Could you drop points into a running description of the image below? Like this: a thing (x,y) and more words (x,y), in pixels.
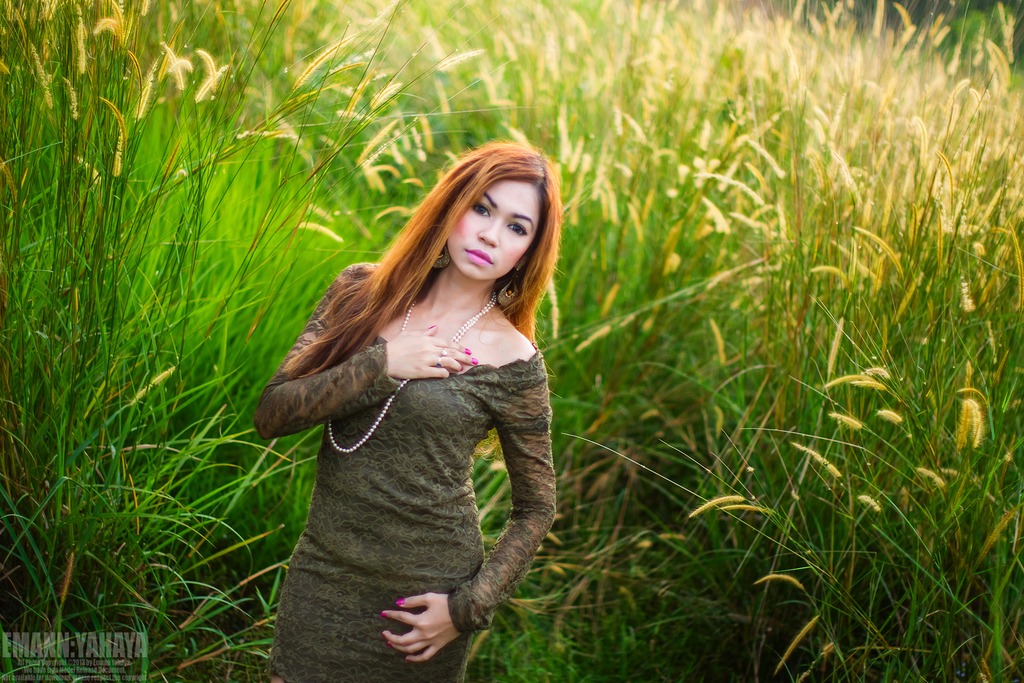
In this image in front (512,323) there is a person (379,331). Behind her there is a food crop (631,80). There is some text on the left side of the image (77,634).
